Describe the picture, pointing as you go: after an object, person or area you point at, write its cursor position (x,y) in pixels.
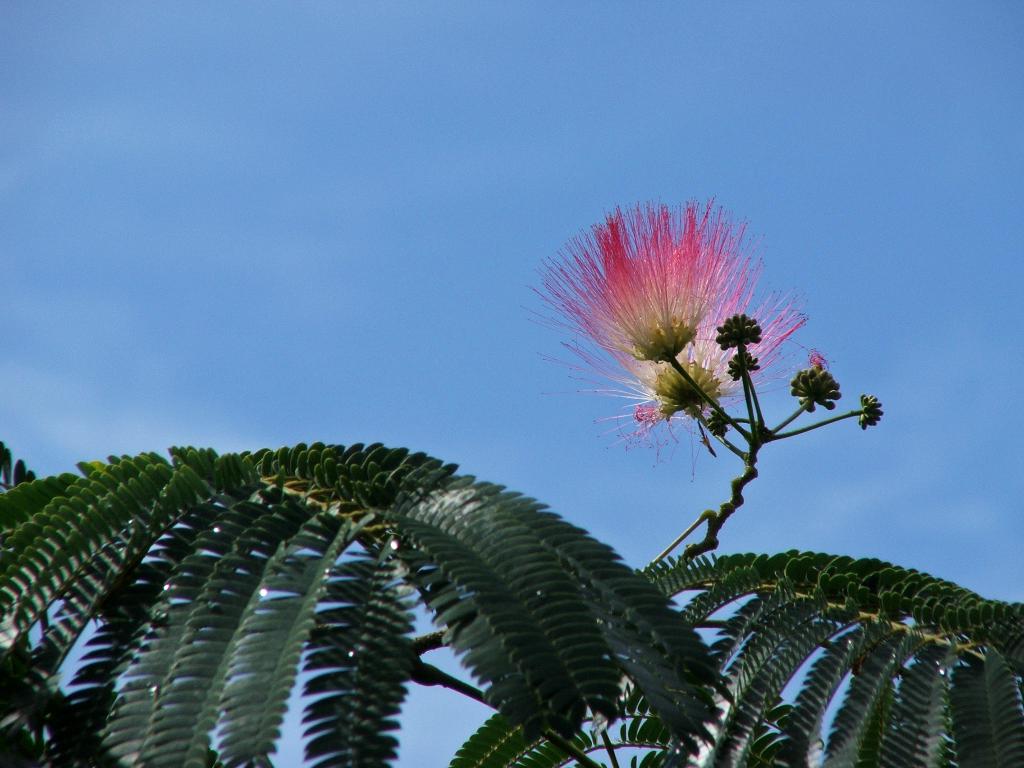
In this picture there are flowers (668,359) and leaves (520,549) at the bottom side of the image (554,563) and there is sky (399,188) at the top side of the image (445,186).
